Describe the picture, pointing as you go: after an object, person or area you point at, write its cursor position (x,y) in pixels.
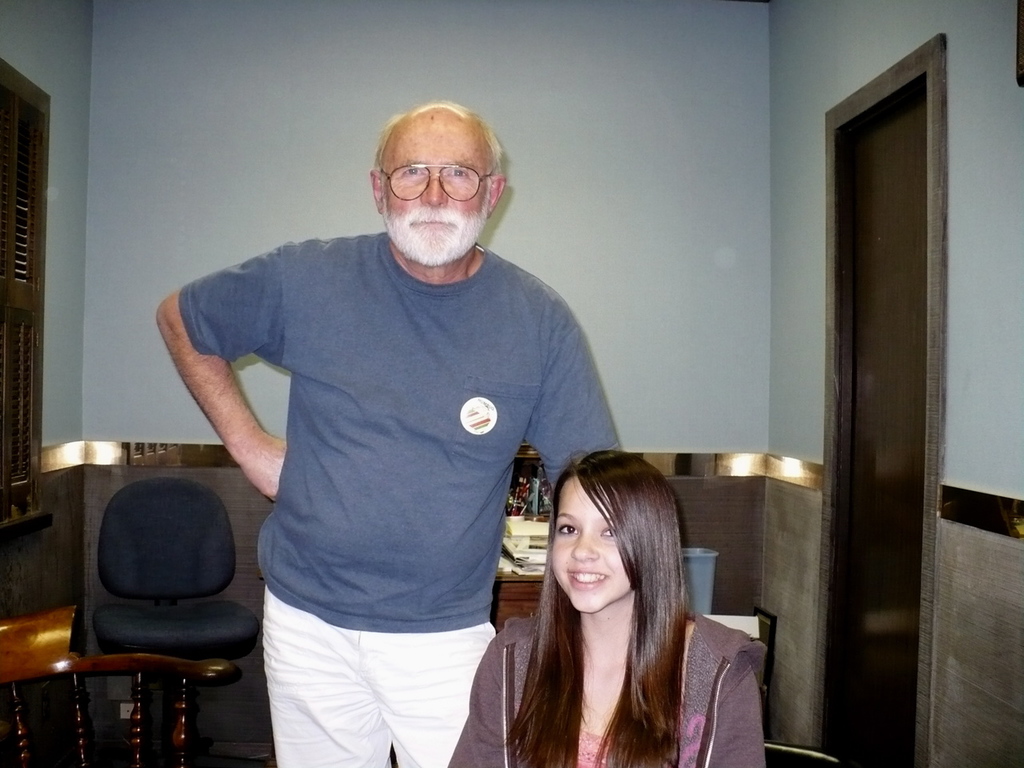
There is a man (376,495) wearing specs (443,177). Near to him there is a lady (575,682) smiling. In the back (201,611) there is a chair (189,563), wall (250,30), door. Also there are some other items (518,488).
